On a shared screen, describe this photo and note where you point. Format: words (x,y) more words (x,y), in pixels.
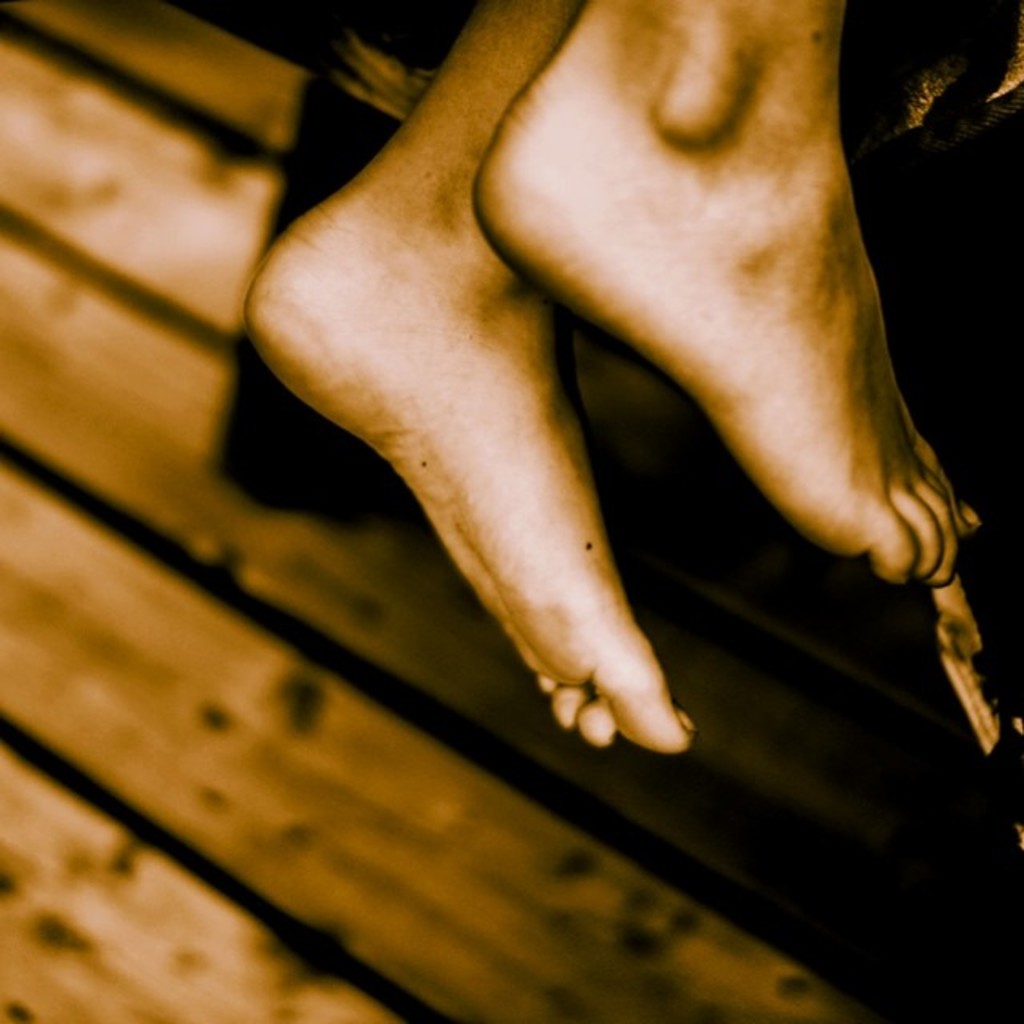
In this image we can see a legs (512,353) of a person (484,434) and also we can see some wood (76,312).
